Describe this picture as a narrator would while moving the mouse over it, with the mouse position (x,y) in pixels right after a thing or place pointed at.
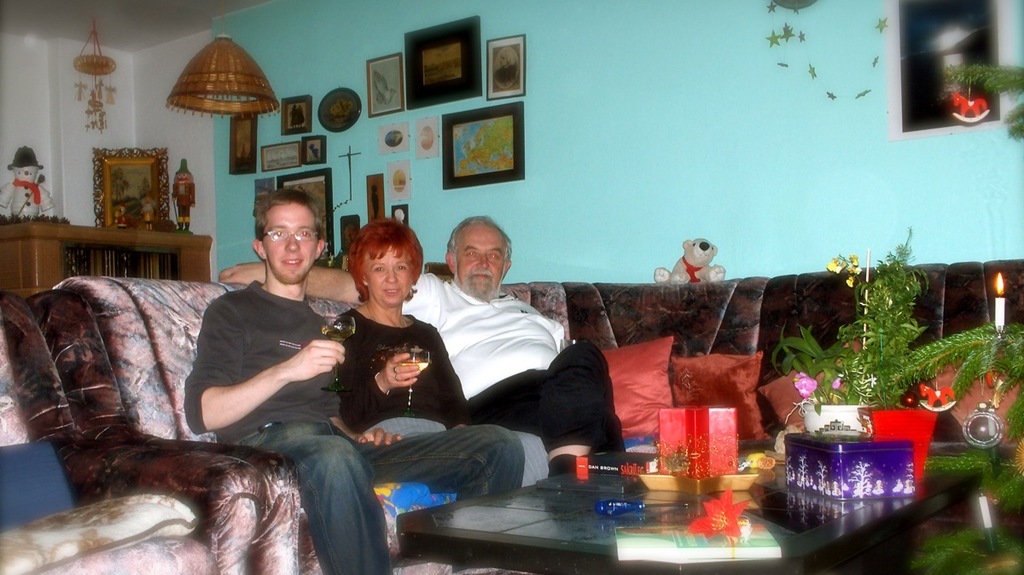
This picture is taken in a room (750,450), There is a table (912,529) which is in black color on that table (509,554) there is a blue color object (827,467), There are some people (232,420) sitting on the sofa (175,344) which is in pink and brown color, In the background (730,197) there is a blue color wall (575,165) on that wall (350,133) there are some pictures (425,97).
